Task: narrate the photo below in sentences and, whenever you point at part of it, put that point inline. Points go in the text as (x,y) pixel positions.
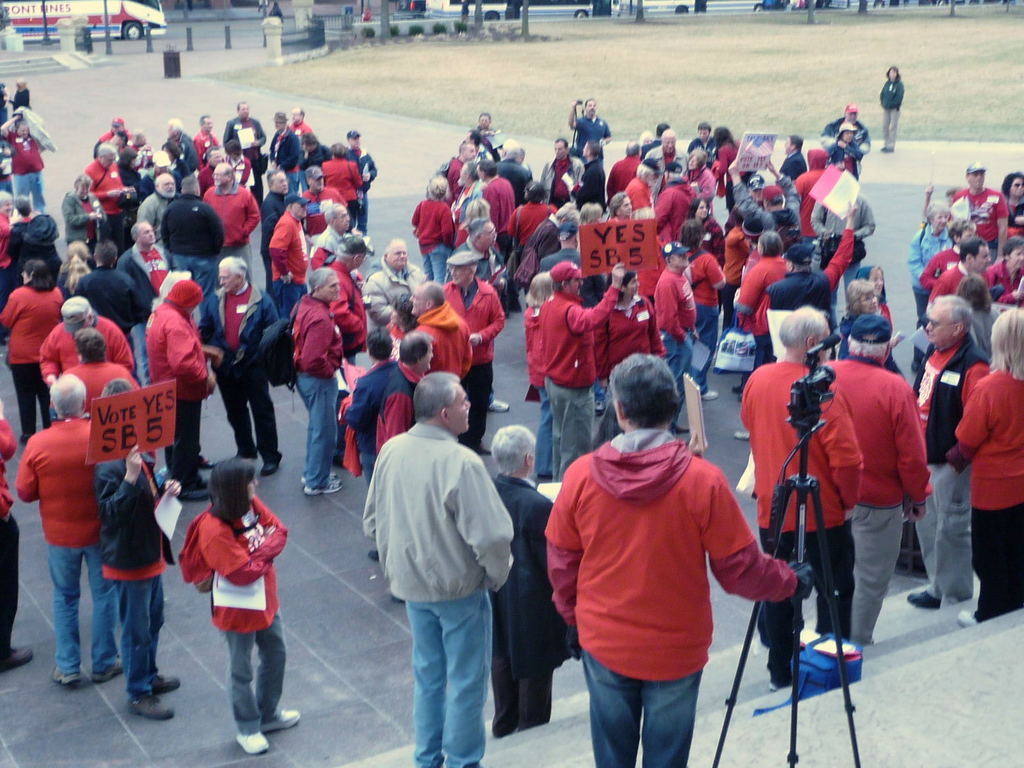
In this image, we can see people (256,190) standing and in the background (111,29), there are vehicles (100,20) on the road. At the bottom (295,539), there is ground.
